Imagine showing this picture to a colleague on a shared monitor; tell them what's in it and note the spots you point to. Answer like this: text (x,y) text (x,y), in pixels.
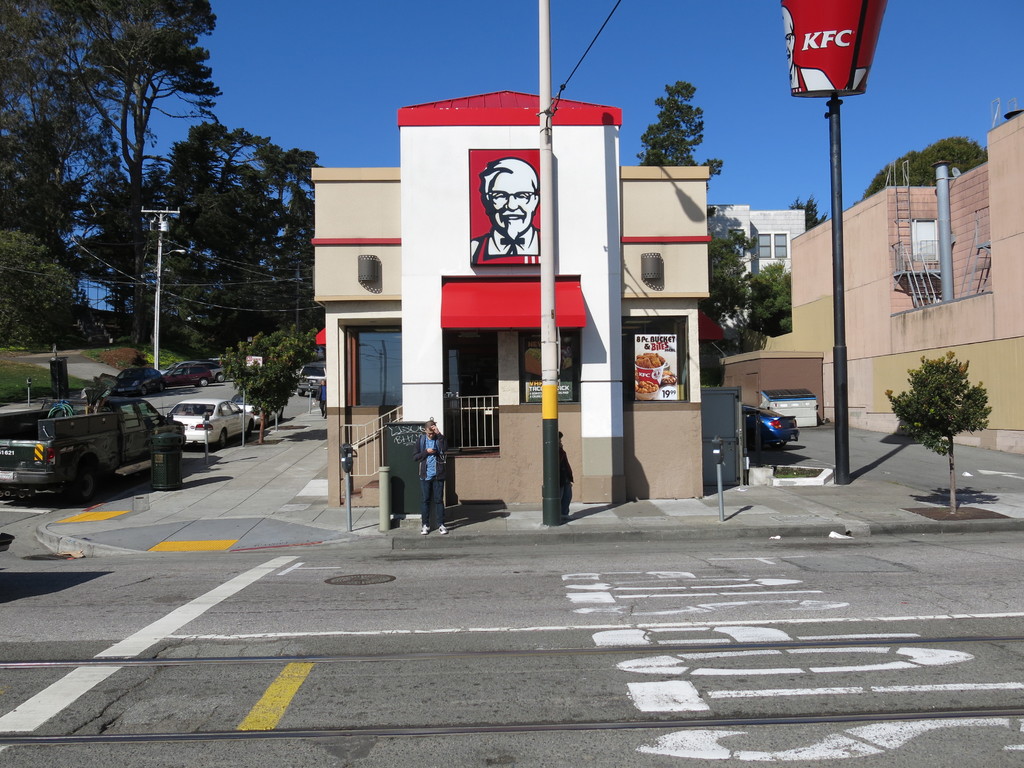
In the picture I can see a road (491,673) and there is a person (443,493) standing and there is a kfc store (473,297) behind him and there are few vehicles (108,407), trees (260,208) and a pole (159,289) in the left corner (114,292) and there are few trees (945,400) and buildings (802,265) in the right corner (809,280).
